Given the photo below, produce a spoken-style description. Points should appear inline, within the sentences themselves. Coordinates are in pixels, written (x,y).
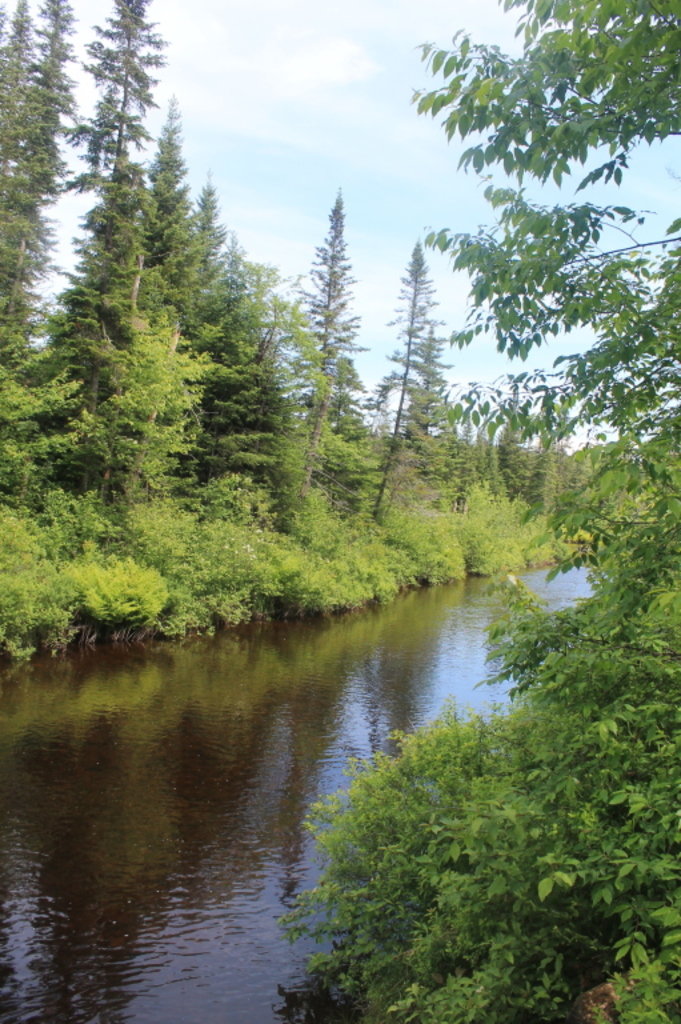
In the center of the image (388,653) there is water (406,652). To the both sides of the image there are trees (457,469). At the top of the image (301,117) there is sky (301,117).
